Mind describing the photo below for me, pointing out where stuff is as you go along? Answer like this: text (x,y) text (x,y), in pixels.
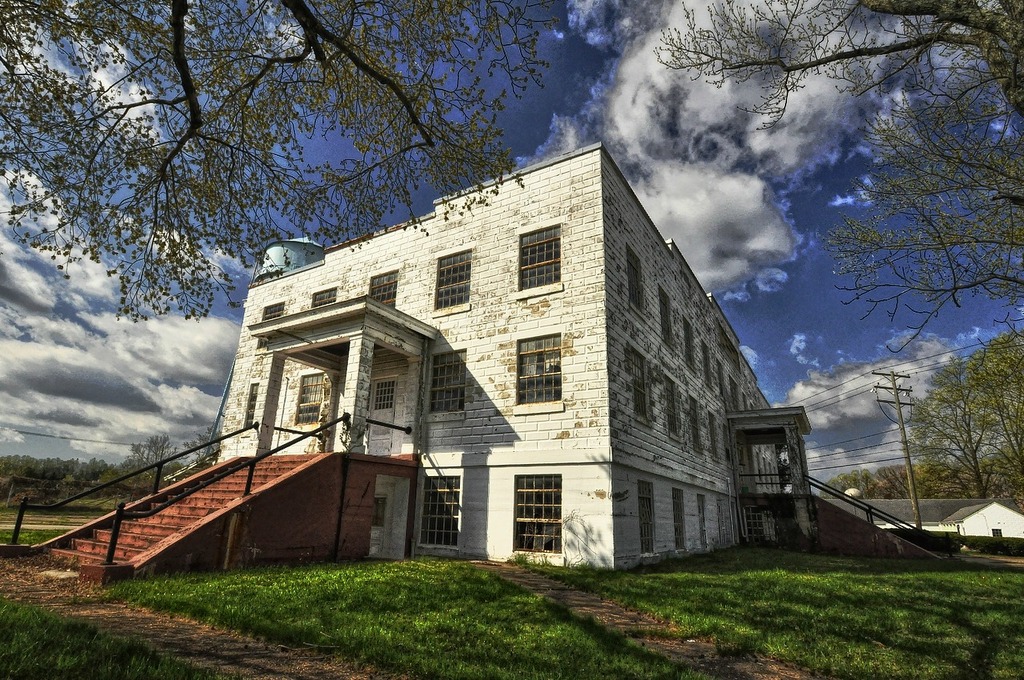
This picture shows couple of buildings (974,524) and we see a electrical pole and few trees (446,36) and grass (312,570) on the ground (377,669) and we see stairs (821,523) to climb and a blue cloudy sky (611,118).
